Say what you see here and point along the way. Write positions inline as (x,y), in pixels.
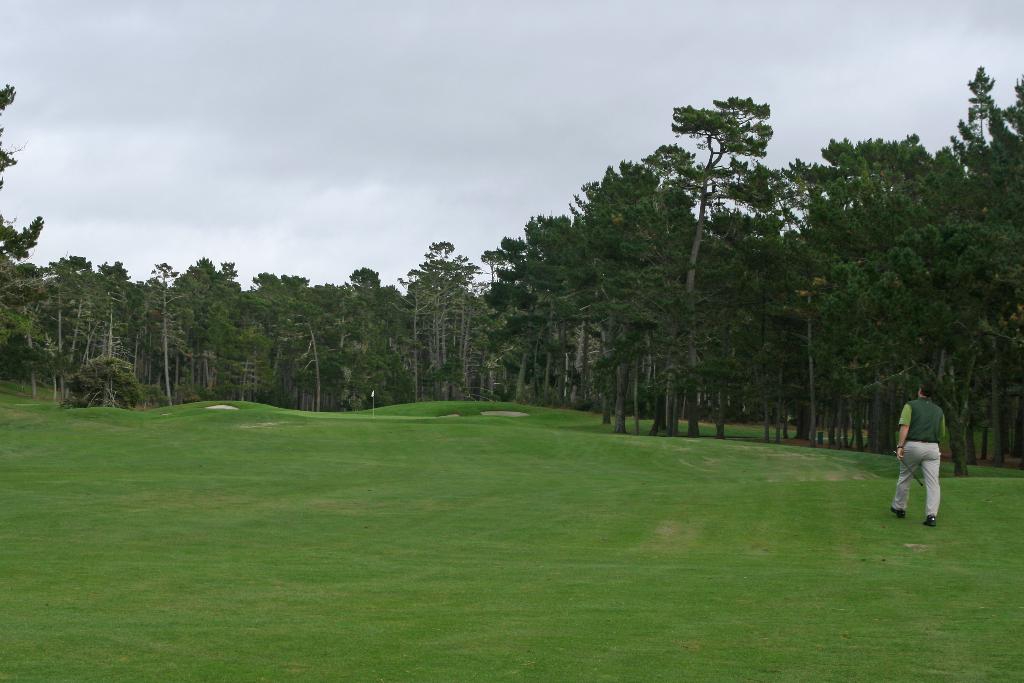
As we can see in the image there is grass (357,420), a person (918,454) wearing green color jacket (919,435) and walking on the right side (938,432). There are trees (182,317) and at the top (569,97) there is sky (497,76).
